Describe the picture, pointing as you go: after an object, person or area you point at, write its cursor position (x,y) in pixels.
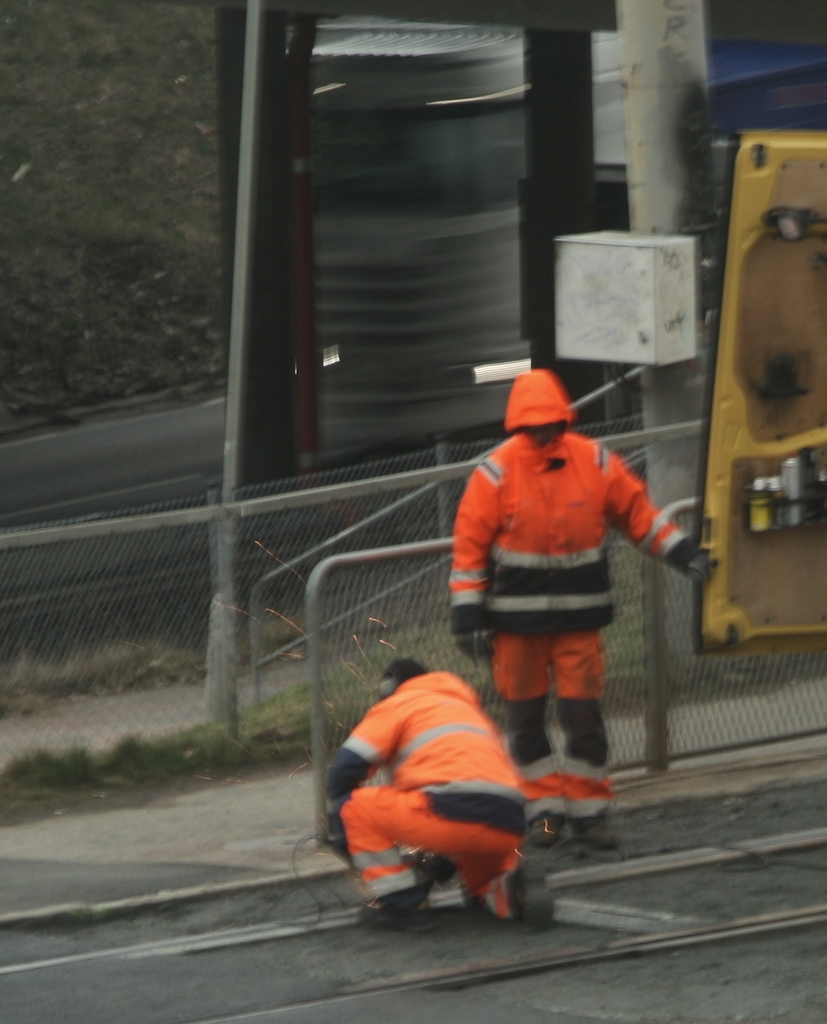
In this picture I can see the tracks (379,930) in front (343,940) on which there are 2 persons (584,783) who are wearing same dress (434,696) and in the background (423,557) I see the fencing (310,546) and I see a yellow color thing (723,583) on the right side of this picture (753,281) and I see a pole (690,62) behind these people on which there is a white color box (657,279).
